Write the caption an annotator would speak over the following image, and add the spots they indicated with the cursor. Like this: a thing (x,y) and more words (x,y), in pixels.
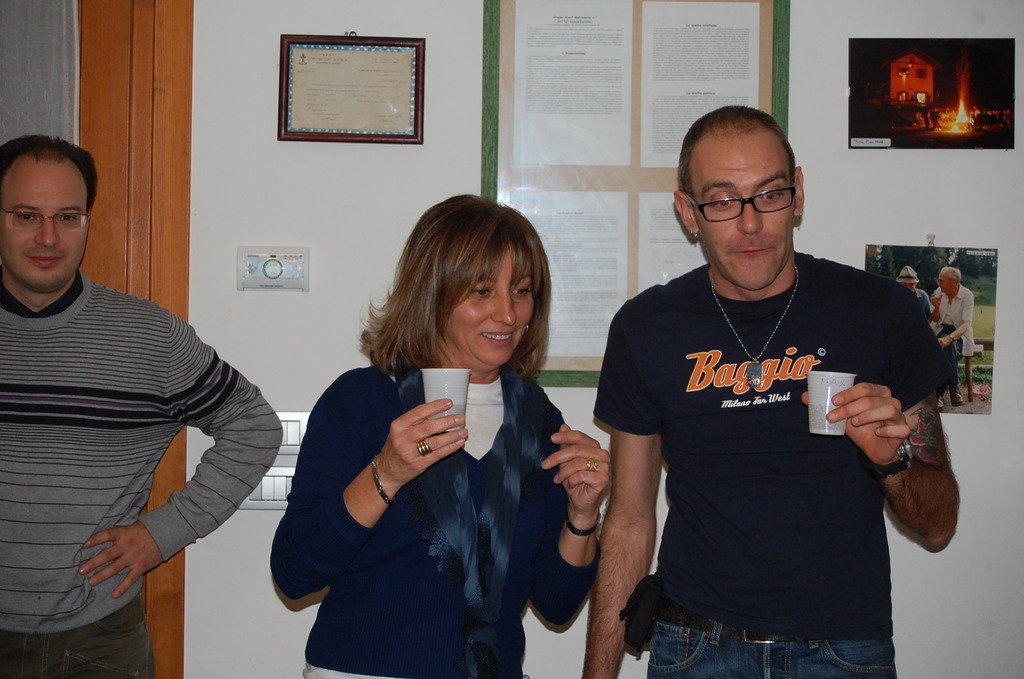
In the foreground (373,440), I can see three persons (644,495) are standing on the floor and two of them are holding cups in their hand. In the background (776,67), I can see photo frames (893,254) on a wall (814,230), boards (685,97) and a door (97,275). This image taken, maybe in a room (345,297).
